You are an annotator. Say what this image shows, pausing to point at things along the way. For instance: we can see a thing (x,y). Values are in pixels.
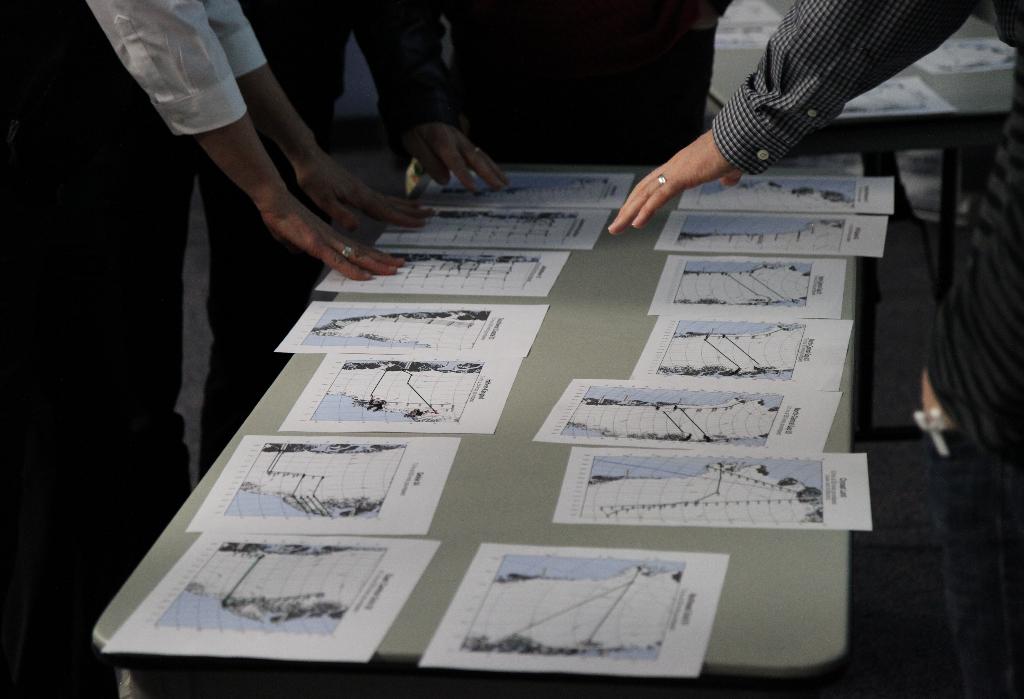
In the center of the image (457,382) we can see papers (376,550) on the table (568,530) and we can also persons (227,144) around the table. In the background (894,115) we can see table (977,123) and papers (906,104).
